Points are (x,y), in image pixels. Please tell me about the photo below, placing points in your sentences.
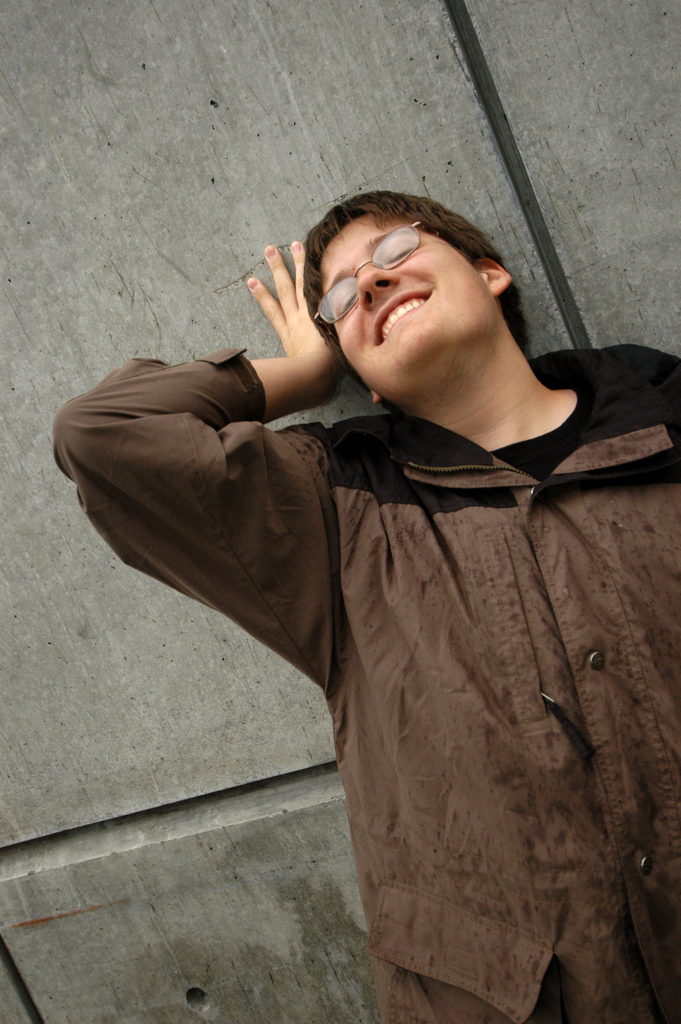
In the foreground of this picture (569,426) we can see a person (429,506) smiling and standing. In the background (131,283) there is an object (82,592).
